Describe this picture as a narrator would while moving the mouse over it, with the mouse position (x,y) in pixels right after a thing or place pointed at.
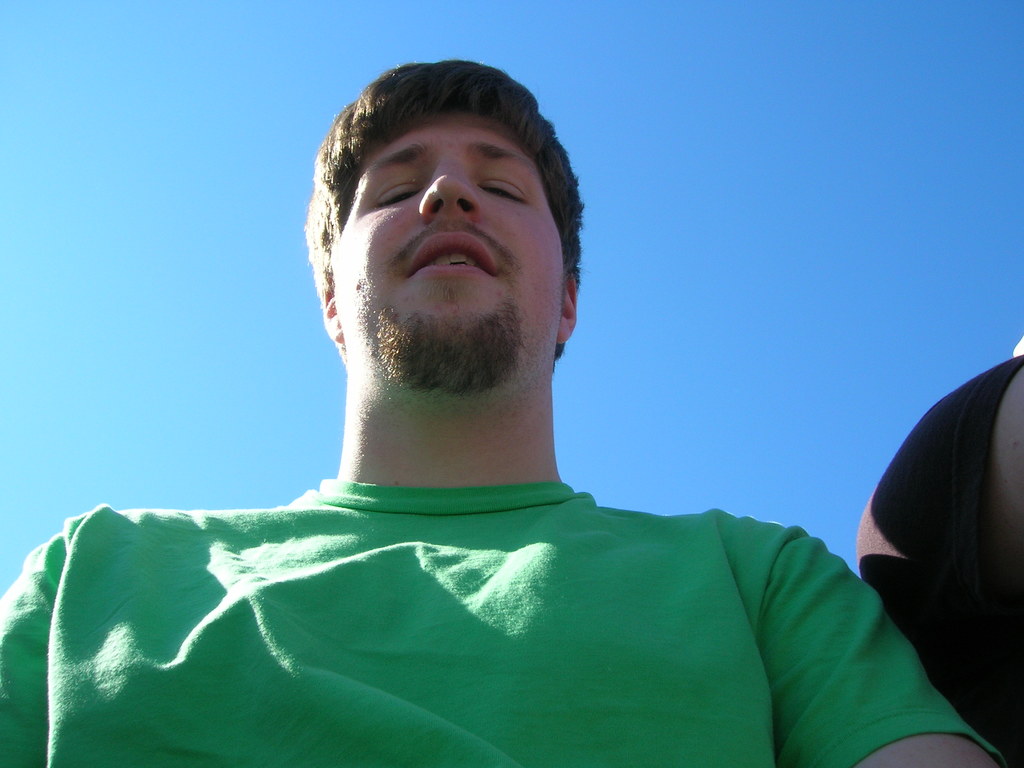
In this image there is a man (416,690) wearing green T-shirt (368,524), in the background (333,13) there is the sky (707,209).
